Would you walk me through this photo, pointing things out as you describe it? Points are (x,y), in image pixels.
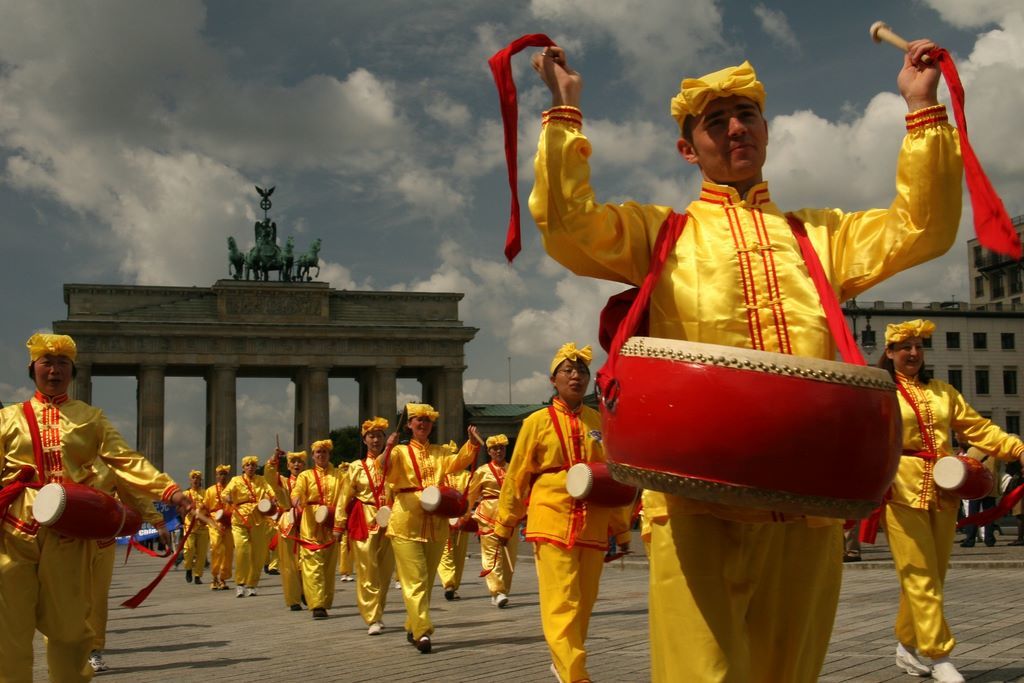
This picture is clicked outside. In the center (411,413) we can see the group of persons (24,586) wearing yellow color dresses (60,579) and playing drums (731,380) and walking on the ground (337,615). In the background (346,198) we can see the sky (478,13) which is full of clouds (422,208) and we can see the buildings (946,306) and the sculptures (285,268) of some animals (279,255) and some objects (267,235), we can see the pillars (207,423) and some other objects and we can see the trees (345,443).
